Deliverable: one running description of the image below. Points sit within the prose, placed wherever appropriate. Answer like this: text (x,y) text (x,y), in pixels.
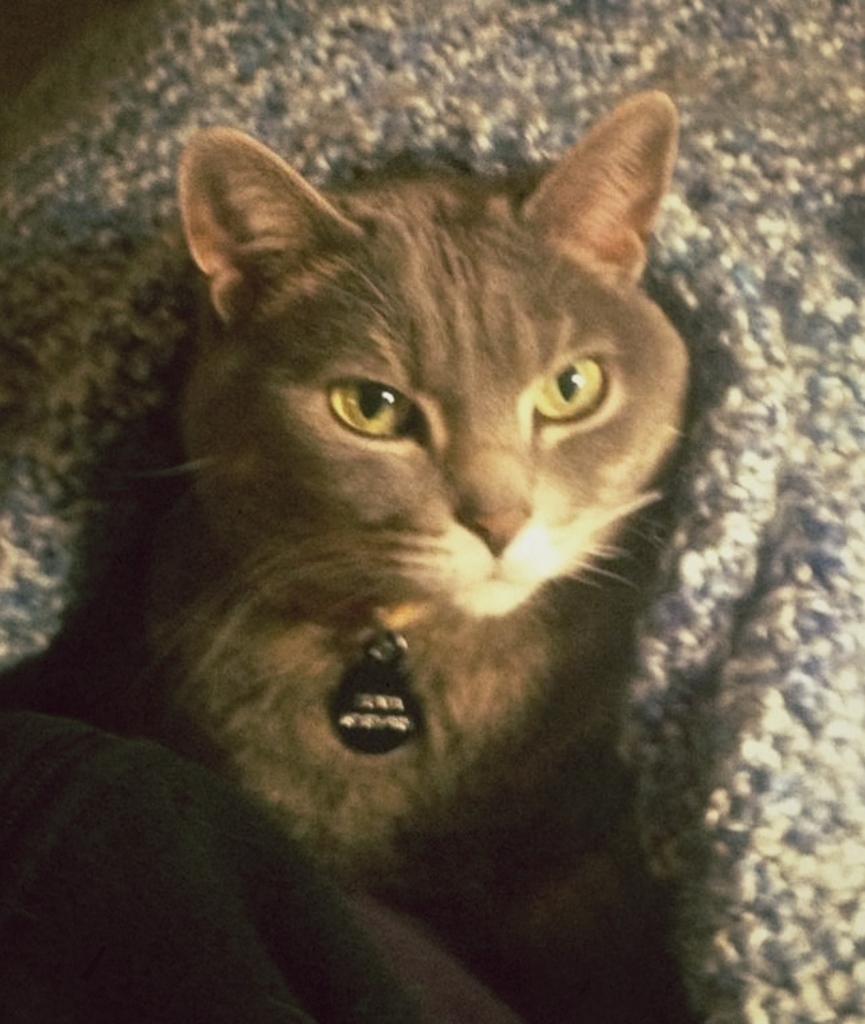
In this picture we can see brown color cat (521,688) is looking into the camera. On the top (391,104) there is a cloth (303,109).
